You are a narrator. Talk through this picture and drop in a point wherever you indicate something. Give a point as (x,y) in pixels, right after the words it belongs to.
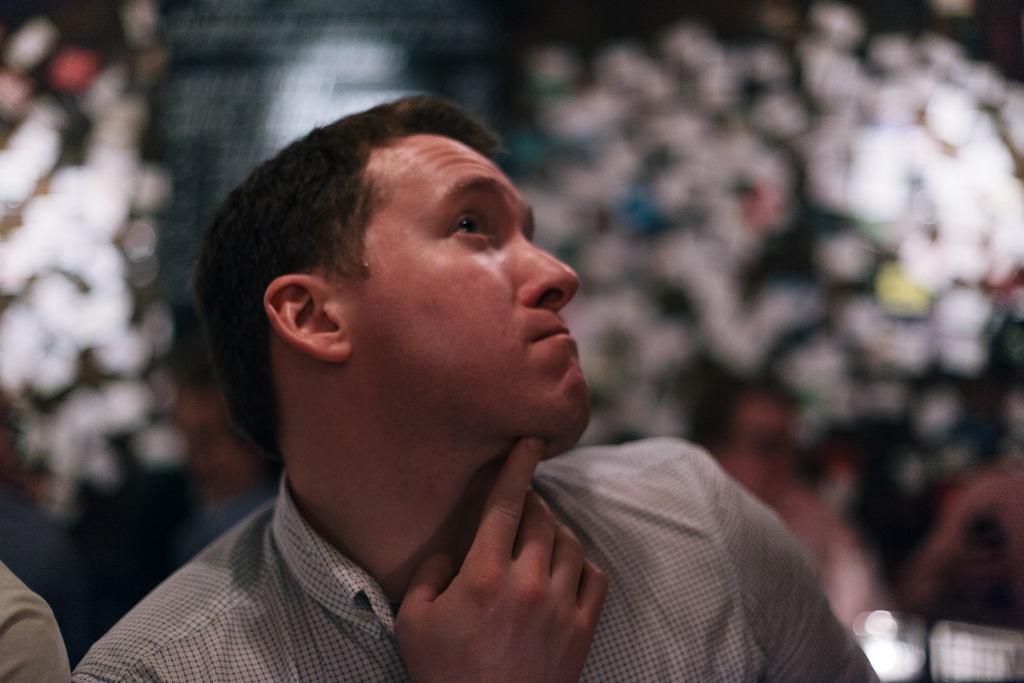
In this image there is a person (403,483). The background (15,196) is blurry.
